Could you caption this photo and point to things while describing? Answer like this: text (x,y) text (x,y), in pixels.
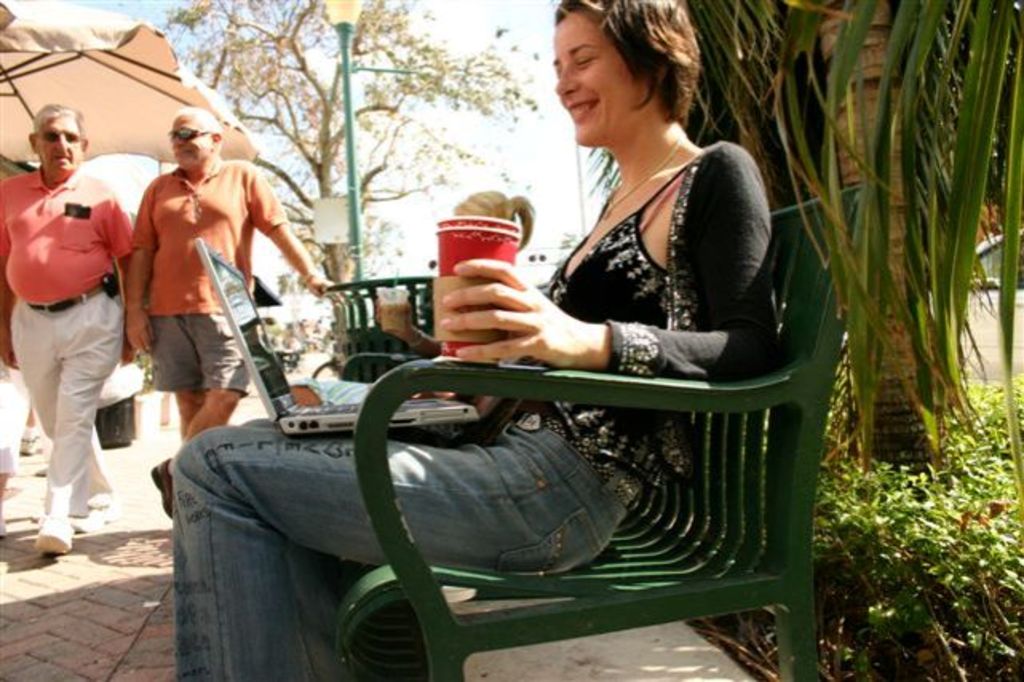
In this image we can see a lady (351,483) sitting on the bench (681,507) with a cup (465,239) in her hand (512,306) and a laptop (327,409). In the background of the image (51,189) there are two people (12,221). There are trees (426,73). There is a light pole (351,127). To the right side of the image (872,489) there are plants (891,595). To the left side of the image (174,55) there is an umbrella (52,85). At the bottom of the image (80,651) there is path (126,655).
